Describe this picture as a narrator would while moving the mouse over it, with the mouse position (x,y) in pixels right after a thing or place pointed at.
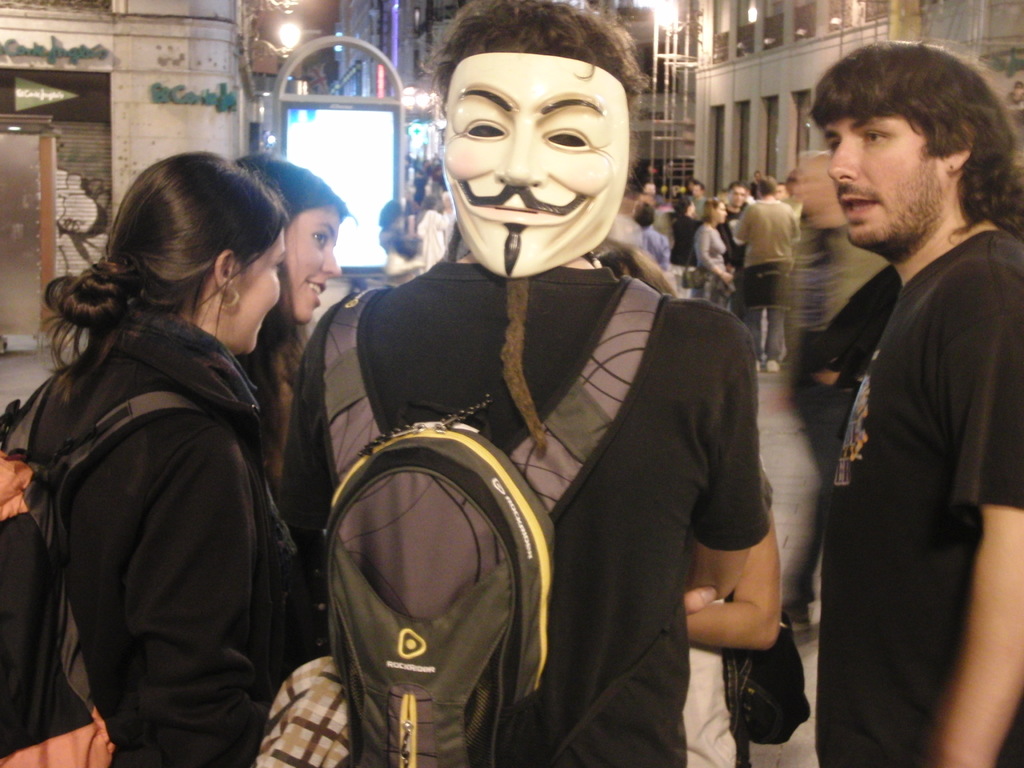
In this image, we can see people (259,454) wearing bags (372,554) and standing and one of them is wearing mask (483,214). In the background (61,72), there are buildings (128,100), lights (292,38), poles (668,63) and we can see boards (293,110).
